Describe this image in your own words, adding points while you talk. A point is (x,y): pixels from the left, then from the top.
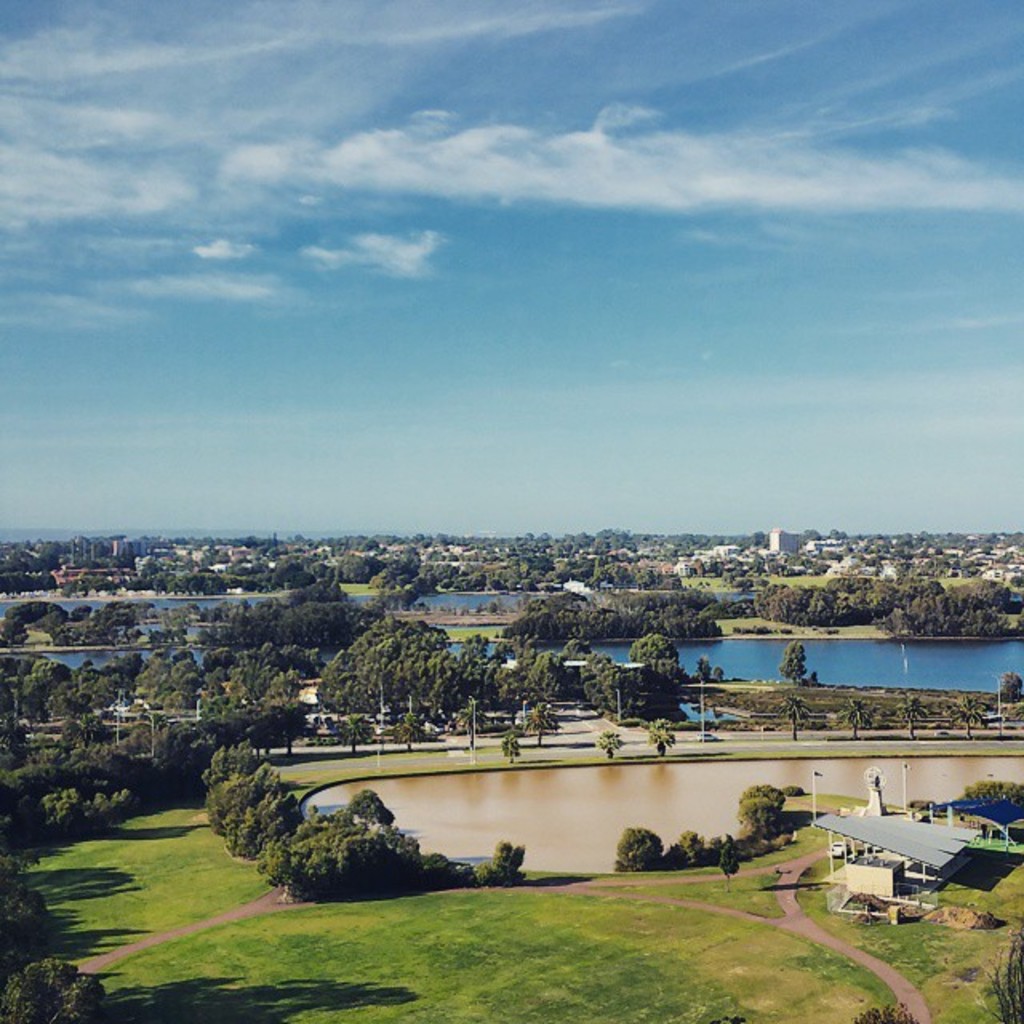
It is the top view of some area (279,603), it is filled with many plants (290,732) and grass (511,903) and there are two lakes (928,684) in the image. In the background (112,572) there are many buildings (769,552) and houses (831,548) in between the trees (879,584).
